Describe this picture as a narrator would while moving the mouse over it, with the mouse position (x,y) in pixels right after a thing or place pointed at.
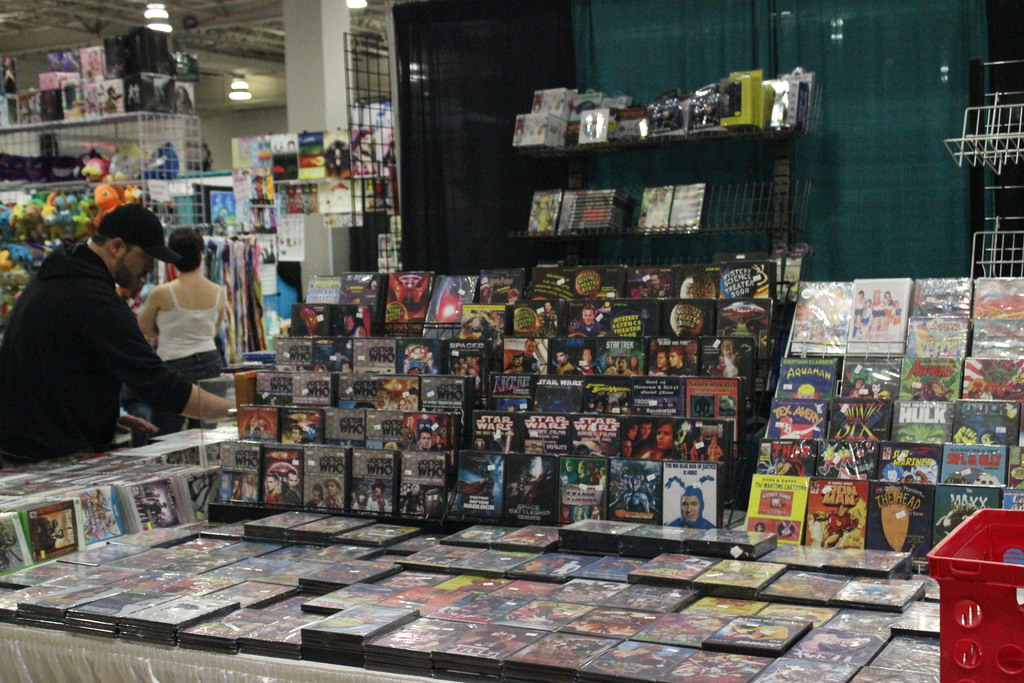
In this image we can see there are so many DVDs (376,601) on the table (108,653), behind that table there is a shelf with some DVDs (474,484) in it, beside the shelf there is a man (54,285) standing and checking for DVDs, also there is a lady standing beside the shelf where we can see there are so many toys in it, also there are some things (143,60) behind the shelves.
